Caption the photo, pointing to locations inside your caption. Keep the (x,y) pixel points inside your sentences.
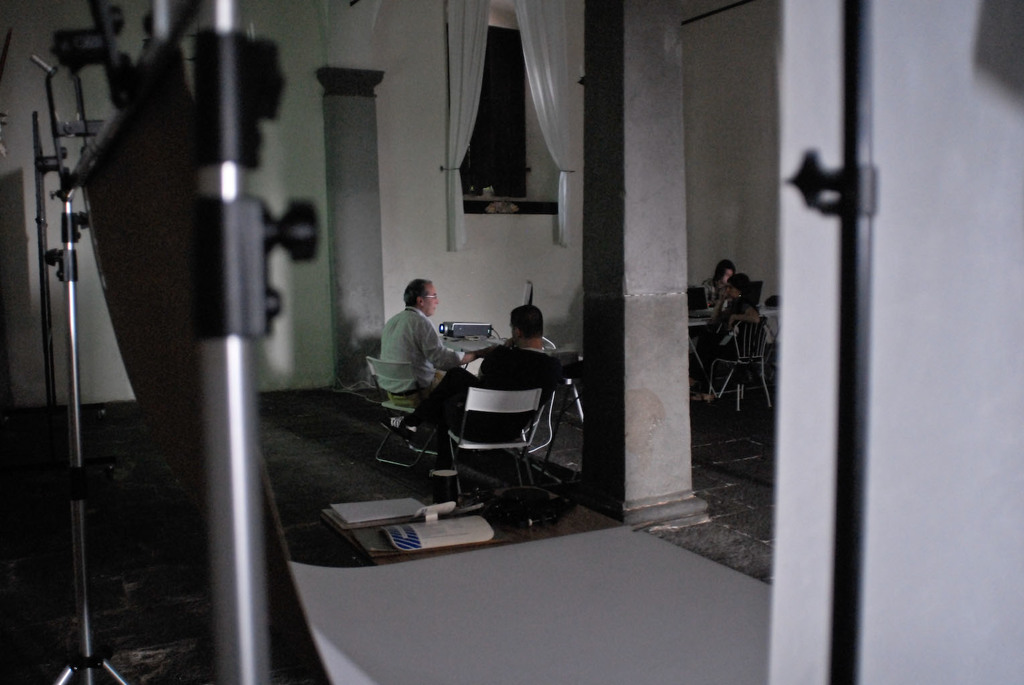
This picture describes about group of people (554,381), they are all seated on the chairs (484,406), and we can find few books (418,546) and other things (480,536) on the tables (402,553), on the left side of the image (220,230) we can find few stands (266,296), in the background (548,48) we can see few curtains (545,71).
